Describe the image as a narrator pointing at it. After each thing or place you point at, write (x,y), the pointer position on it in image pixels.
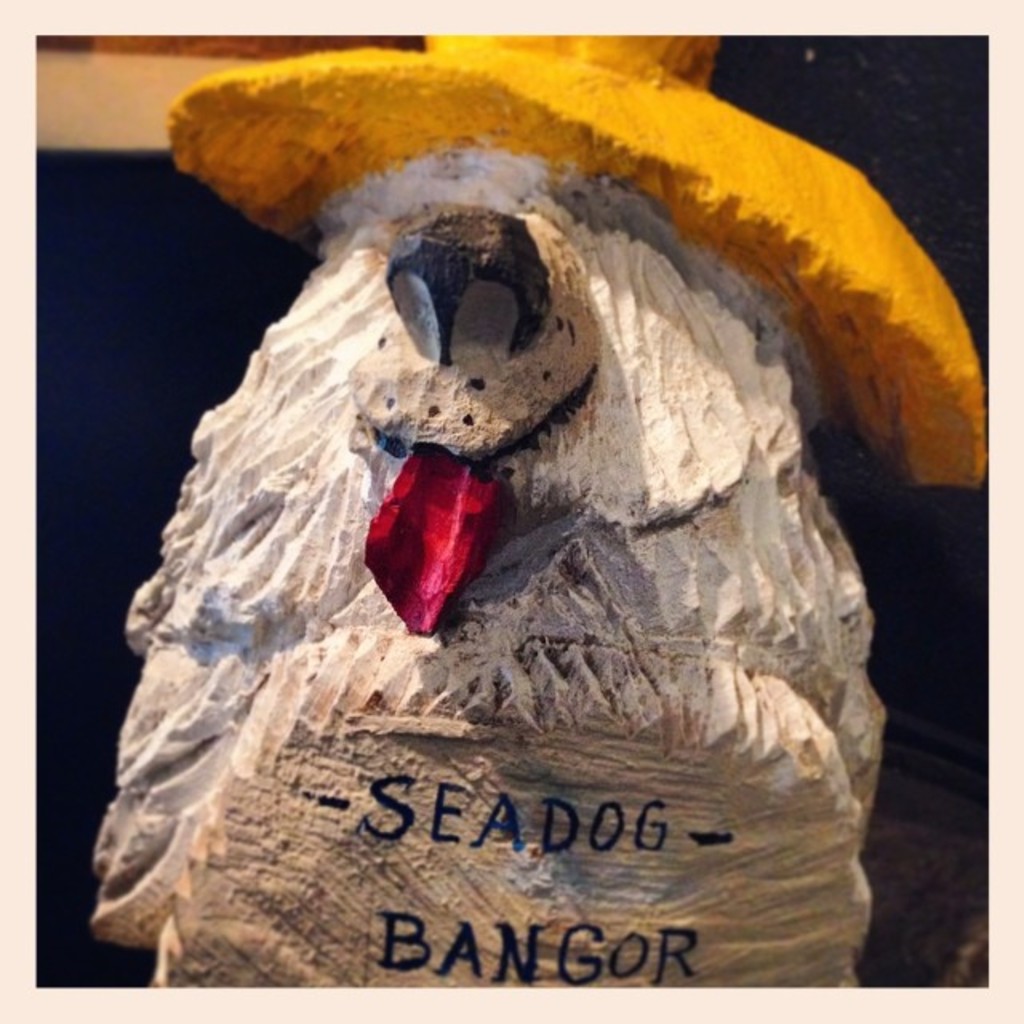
Here I can see a piece of wood (477,818) which is chiselled in the shape of a sea dog (437,735).
